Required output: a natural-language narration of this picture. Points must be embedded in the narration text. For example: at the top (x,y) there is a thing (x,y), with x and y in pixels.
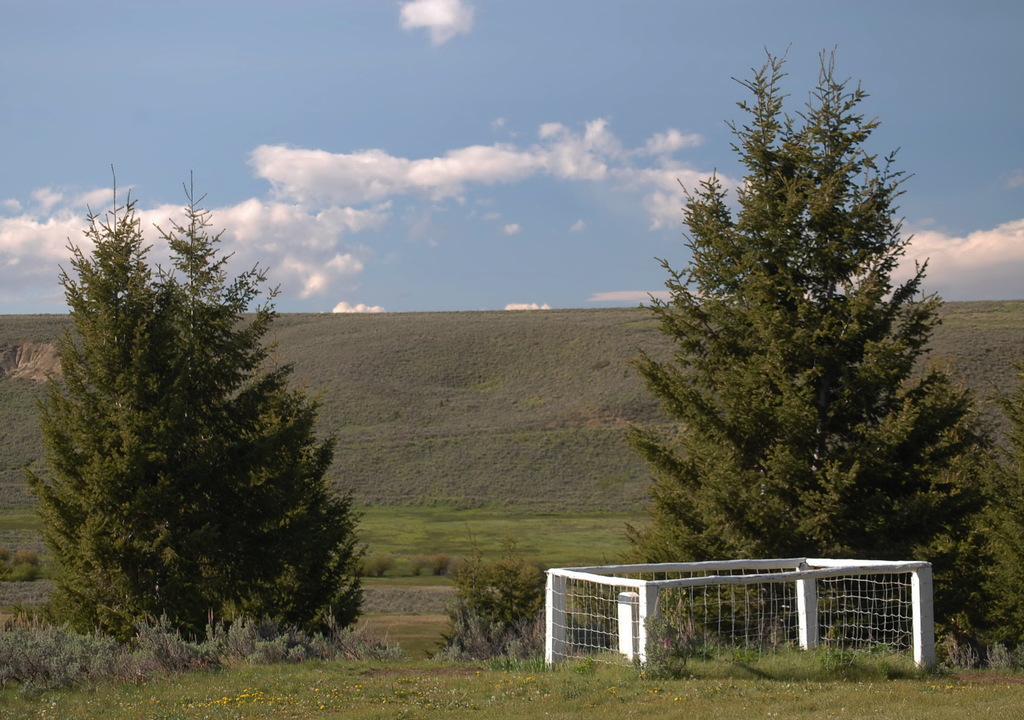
In this image there is a white box (547,656), and trees (990,505) on the ground (42,706), behind them there is a hill (16,472) and also there are some clouds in the sky (181,111).
